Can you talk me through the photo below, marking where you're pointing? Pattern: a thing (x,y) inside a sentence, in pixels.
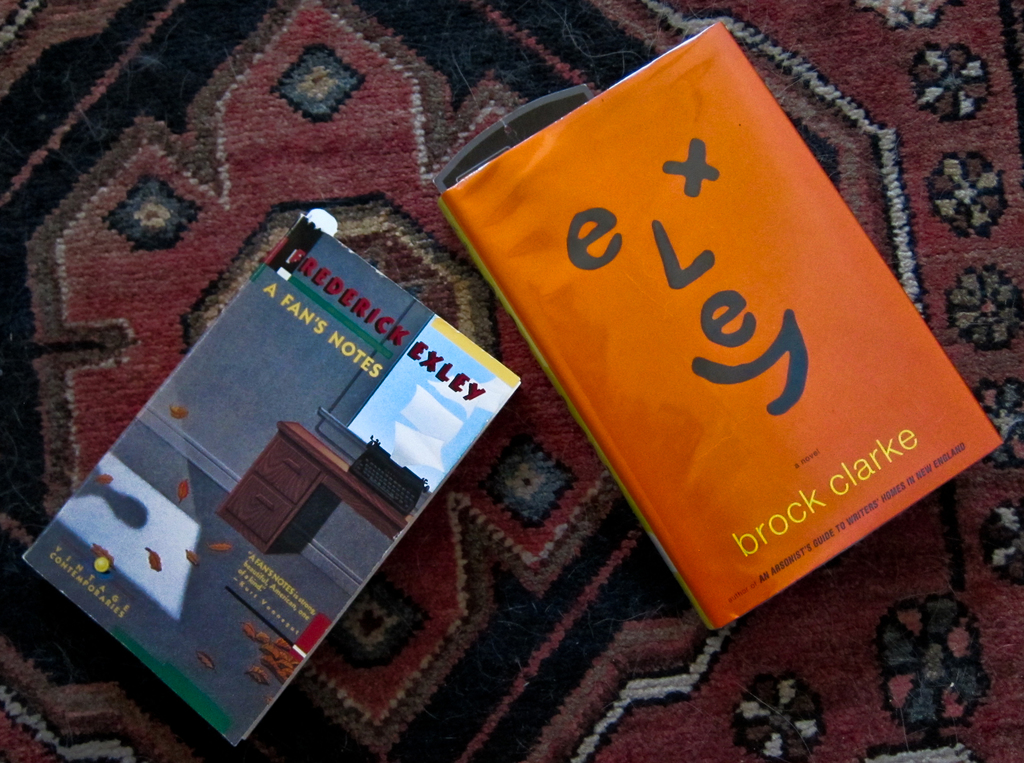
Here I can see two books (289,539) on a rug (519,635).
